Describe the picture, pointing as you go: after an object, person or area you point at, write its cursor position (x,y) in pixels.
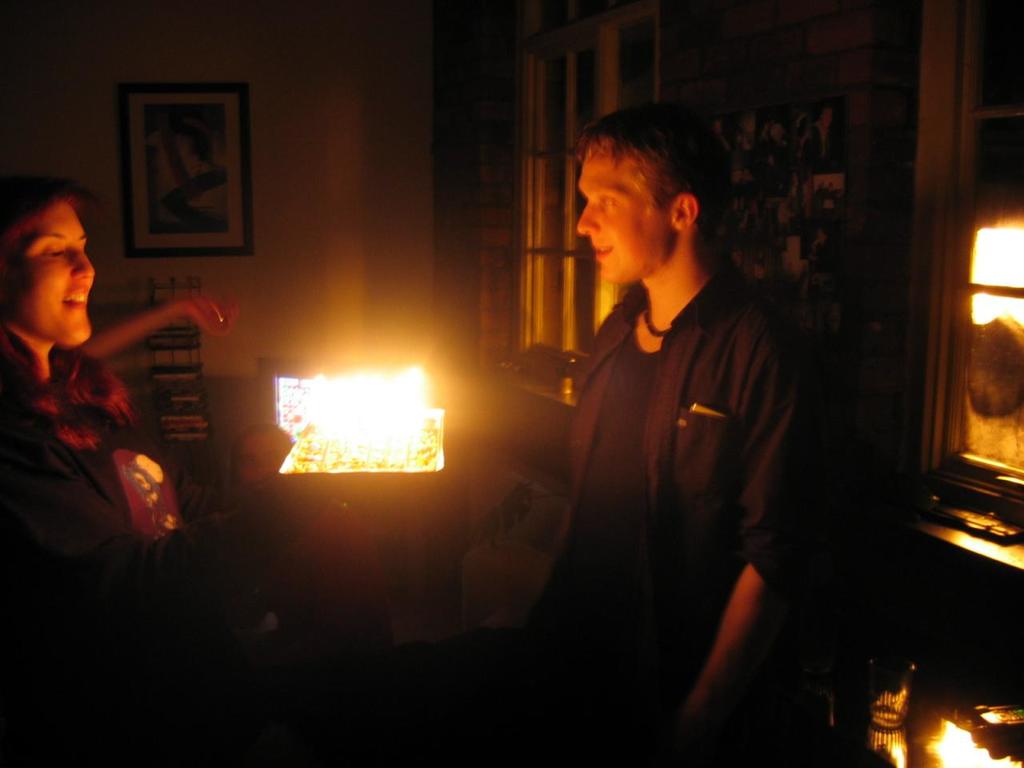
This picture is taken in the dark. I can see two people (17,260), one man (618,305) and a woman (139,336). I can see a light (329,390) in the center of the image (404,418), a wall painting (214,252) hanging on the wall (188,283), on the right hand side (1010,258) I can see a window (941,300) and some other unclear objects (945,749) in the image.
